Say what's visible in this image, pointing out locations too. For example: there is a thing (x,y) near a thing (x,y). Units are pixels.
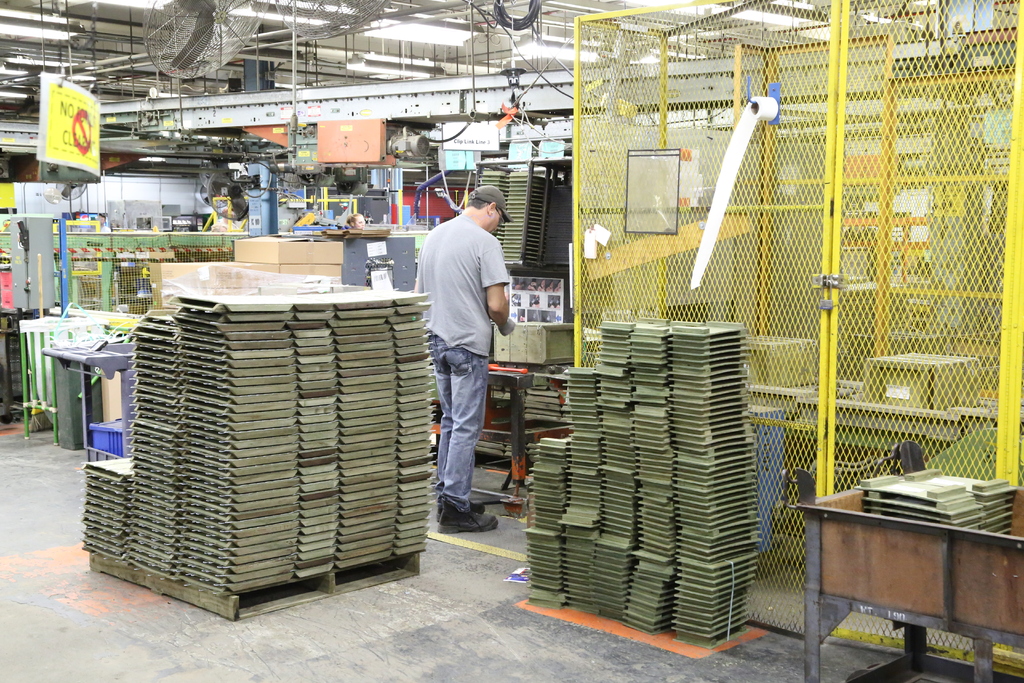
In the picture we can see a factory (714,114), in the factory (8,627) we can see some machinery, some things (691,497) placed on the floor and a man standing and doing work, he is wearing a cap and T-shirt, and to the ceiling (138,39) also we can see some machinery (169,112) fixed and some fans (176,72) and lights (369,65).
